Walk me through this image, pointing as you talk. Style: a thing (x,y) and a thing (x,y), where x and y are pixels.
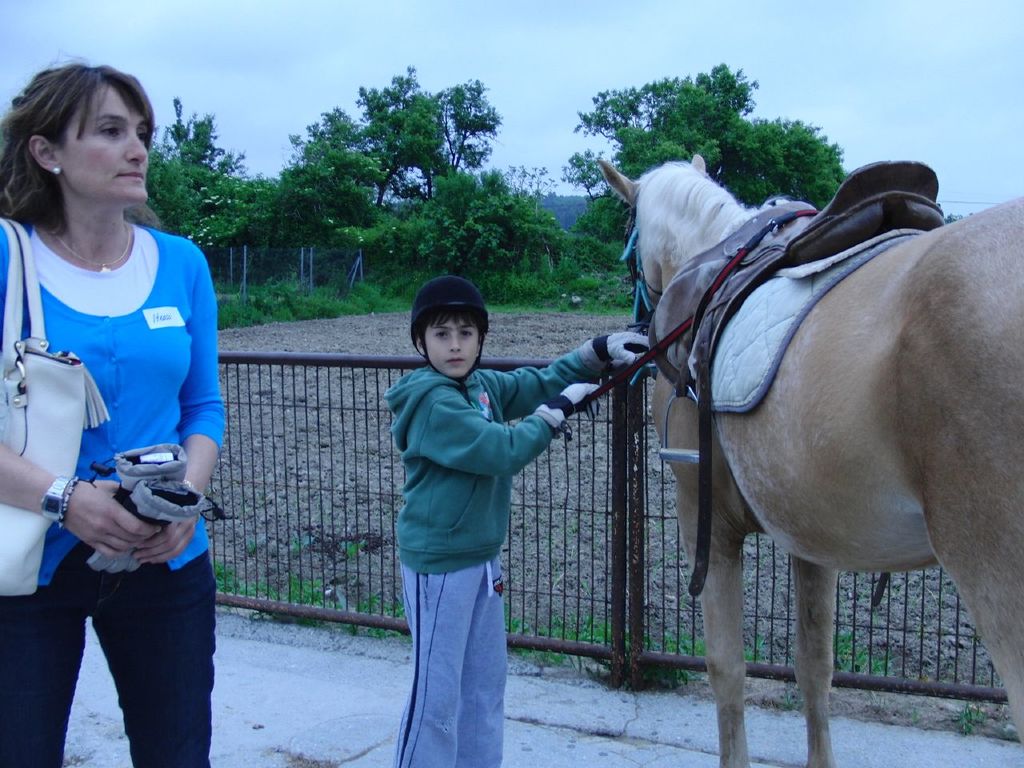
Here we can see a woman (62,261) on the left side (23,499) with handbag (15,554) on her shoulder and the kid (440,389) holding the horse (656,370) and behind them we can see trees (705,118).
